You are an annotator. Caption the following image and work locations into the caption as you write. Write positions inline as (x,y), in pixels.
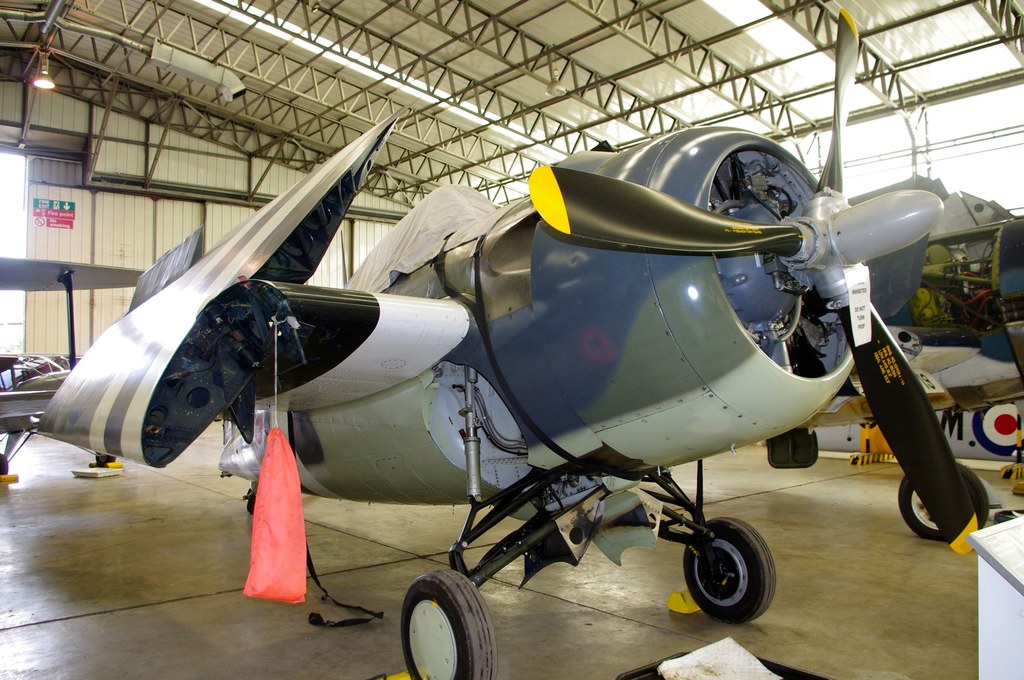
In this picture there is an aeroplane (634,395) in the center of the image (416,340) and there is a roof (376,90) at the top side of the image (447,73), there is another aeroplane (903,264) on the right side of the image (965,371).
